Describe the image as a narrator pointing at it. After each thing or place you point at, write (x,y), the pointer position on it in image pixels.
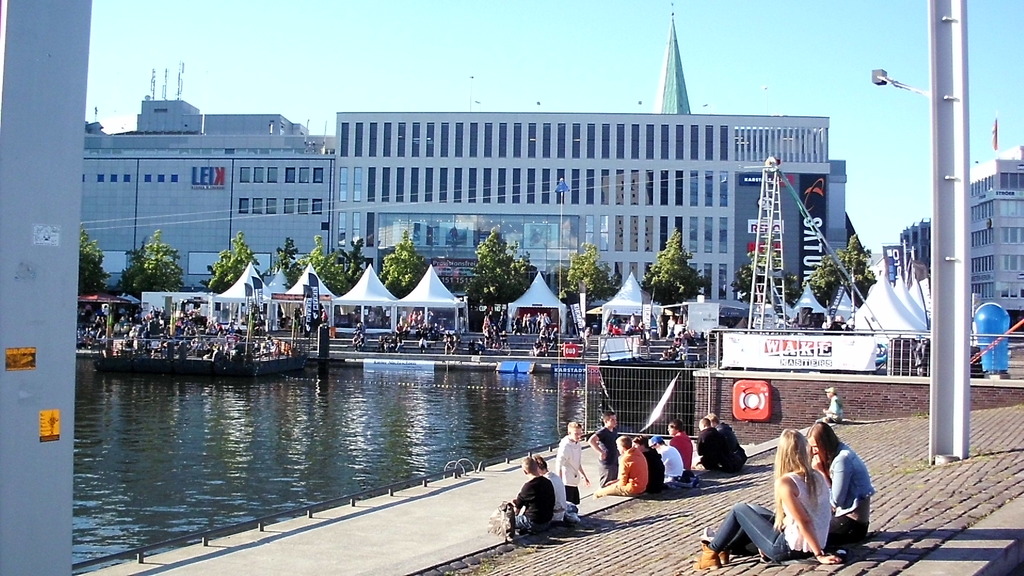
In this image there is the sky (445,62) towards the top of the image (404,47), there are buildings (590,204), there are windows (490,191), there is text (218,172) on the building (199,164), there are boards (802,344), there is text (821,231) on the boards (813,207), there is a ladder (775,220), there are tents (628,283), there are staircase (516,337), there are group of persons (657,461) sitting, there is a pole (941,277), there is a streetlight (885,82), there is water (291,426), there are trees (402,264), there is an object (32,269) towards the left of the image (35,265).
